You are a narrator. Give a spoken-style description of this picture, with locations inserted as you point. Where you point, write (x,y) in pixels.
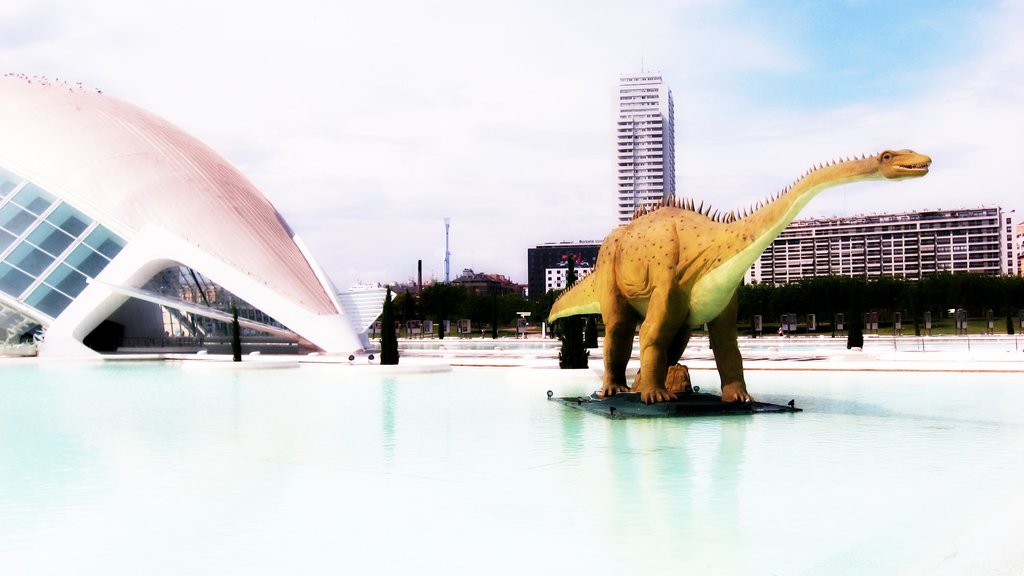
In this image there is the water (382,434). In the center of the water (574,410) there is a sculpture (645,289). Behind the sculpture (612,309) there are trees (564,335). In the background (142,248) there are buildings (806,244), poles (447,236) and trees (499,291). At the top (449,53) there is the sky (496,65).
